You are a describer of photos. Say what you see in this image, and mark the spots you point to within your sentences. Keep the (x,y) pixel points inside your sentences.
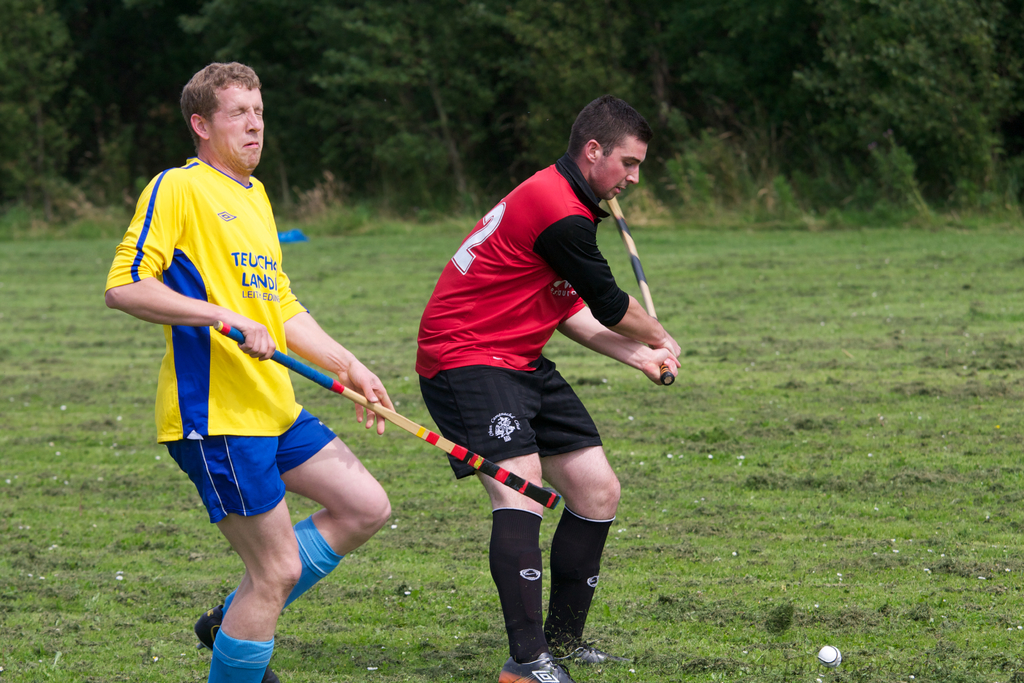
In this image we can see men (301,531) standing on the ground (556,518) and holding bats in their hands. In the background (494,114) we can see trees (712,119) and a ball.
